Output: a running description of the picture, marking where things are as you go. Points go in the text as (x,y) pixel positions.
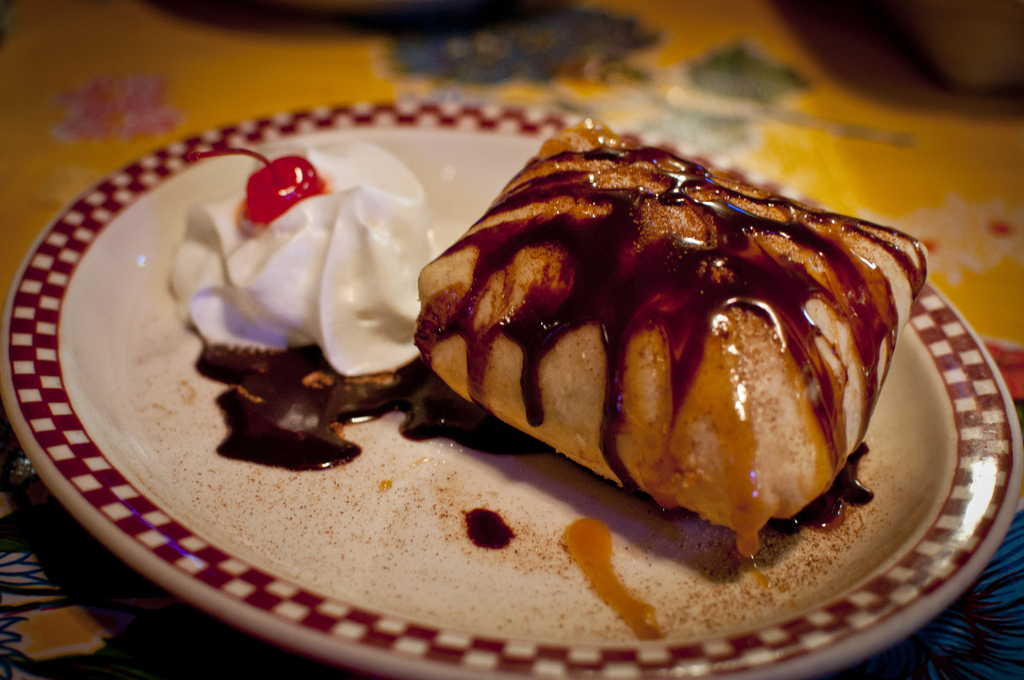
On this plate (44,320) there is a food (499,295). Background (836,115) it is blur.
